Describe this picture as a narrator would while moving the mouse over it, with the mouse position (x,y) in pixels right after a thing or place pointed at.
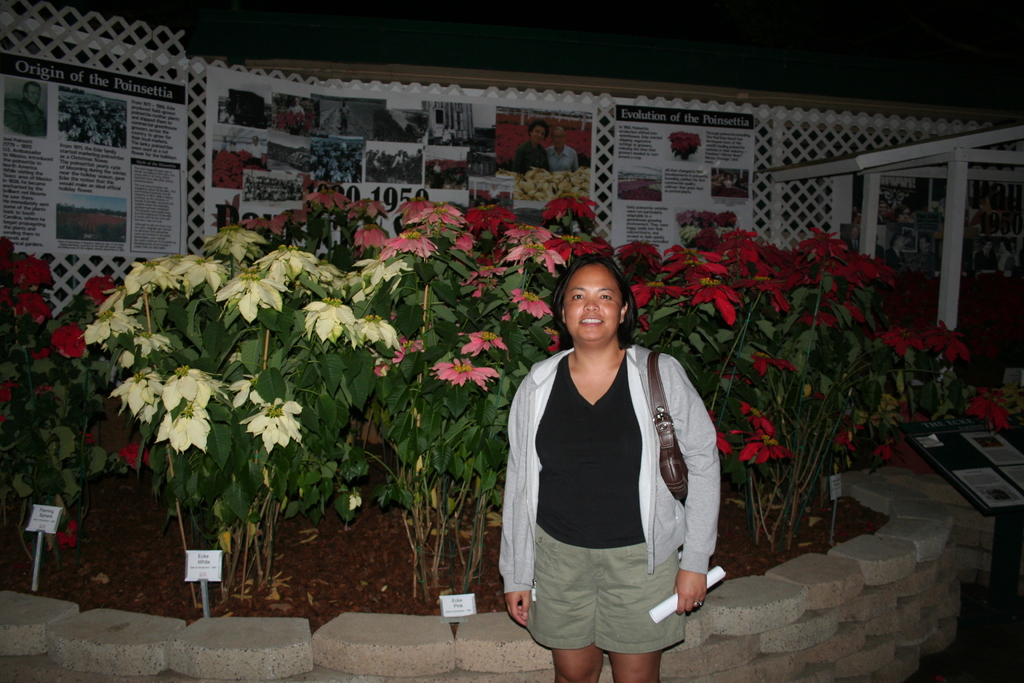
In this image we can see a person (620,547) wearing a handbag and holding an object (710,577). There are few posters (280,147) in the image. There is a board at the right side of the image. There are few rocks (408,634) in the image. There are many flowers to the plants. We can see the dark background (716,28) at the top of the image (782,44). There are few boards (50,529) in the image.
